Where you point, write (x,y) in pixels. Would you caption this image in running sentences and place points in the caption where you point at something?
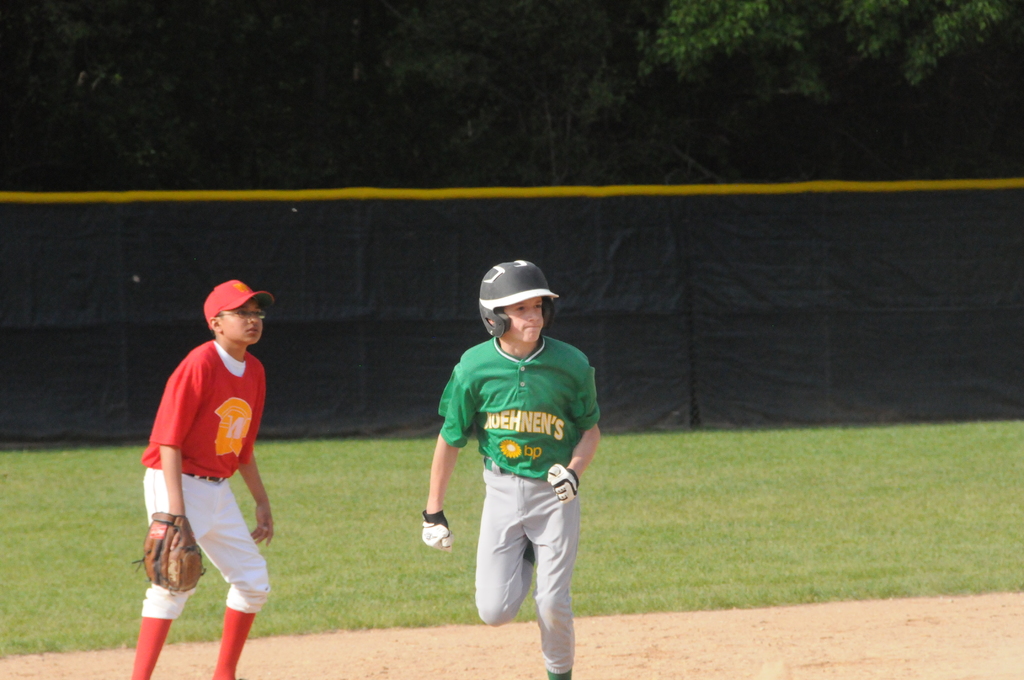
In this image, we can see two persons (204,535) are wearing uniforms (537,500). At the bottom (802,658), we can see the ground (764,638). Background (791,541) we can see grass (643,572), cloth (1016,402) and trees (350,145).
